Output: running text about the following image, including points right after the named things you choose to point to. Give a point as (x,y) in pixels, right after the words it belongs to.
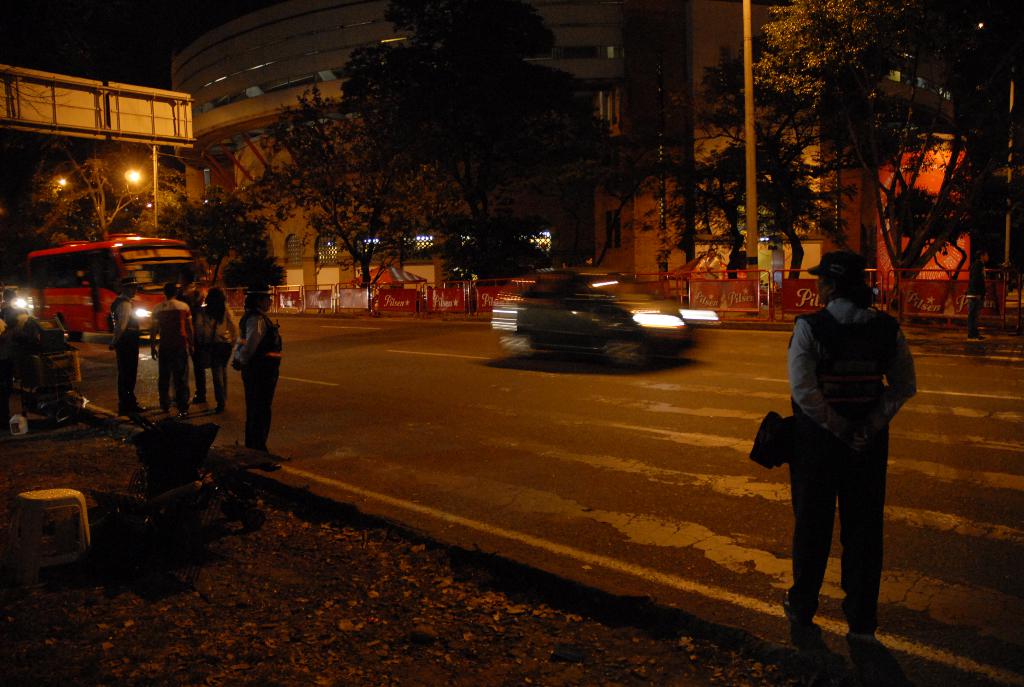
In this image we can see road (425,391). On road (462,326) car (633,328) and bus (107,282) are moving. To the left side of the image (176,359) people (199,387) are standing. To the right side of the image (874,132) we can see plants (429,138) are there and buildings (280,92). To the top left of the image (23,93) one banner (144,108) is present.
